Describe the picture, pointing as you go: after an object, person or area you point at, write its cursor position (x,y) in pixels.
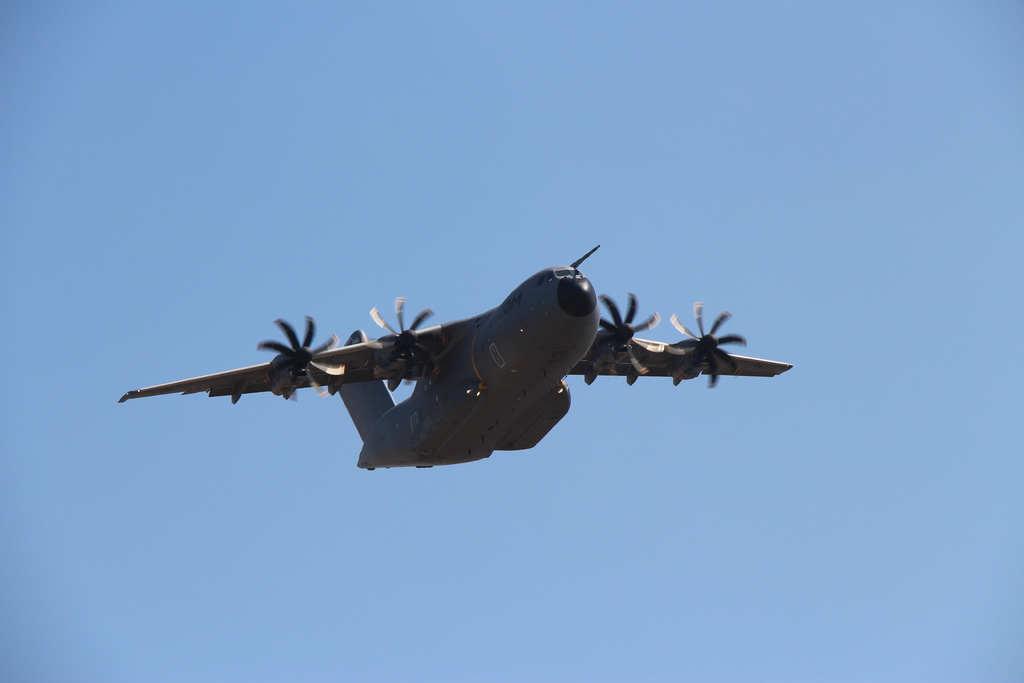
In this image there is an aeroplane (506,340) in middle of this image (513,355) which is in grey color and there is a blue color sky (576,163) in the background (434,305).
